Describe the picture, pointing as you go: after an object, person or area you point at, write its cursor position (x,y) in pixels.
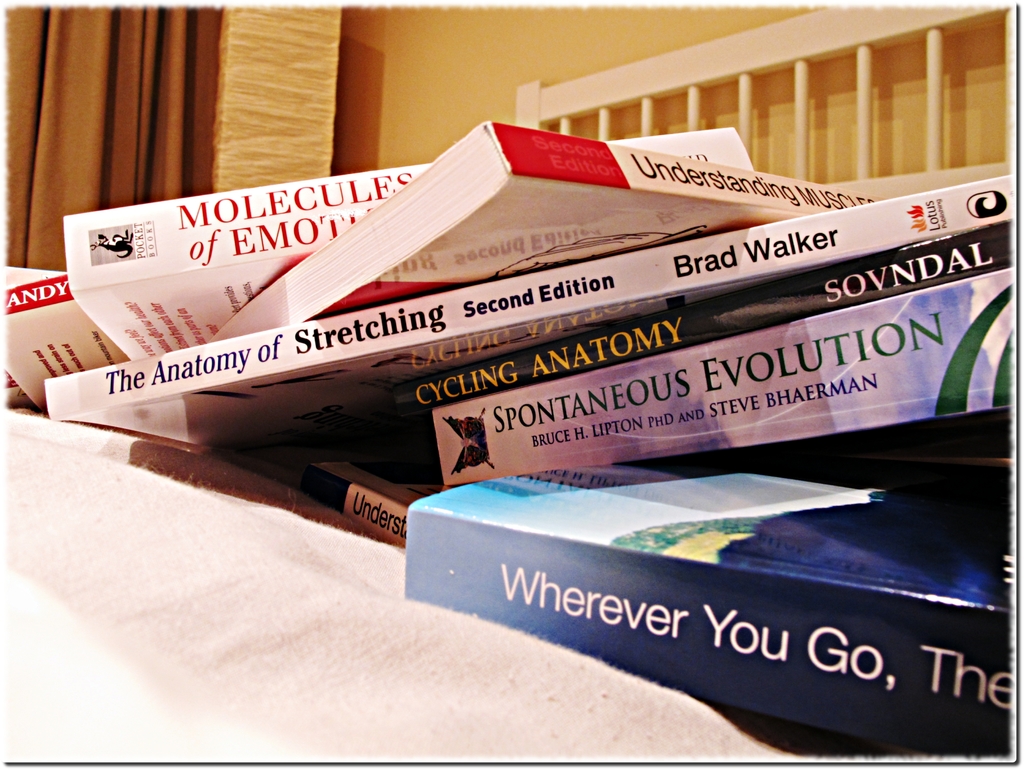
In the middle of this image (558,275), there are books (558,275) arranged on a white colored cloth (88,473). In the background (749,110), there is a curtain (181,73), a fence (933,109) and there is a yellow color wall (531,27).
